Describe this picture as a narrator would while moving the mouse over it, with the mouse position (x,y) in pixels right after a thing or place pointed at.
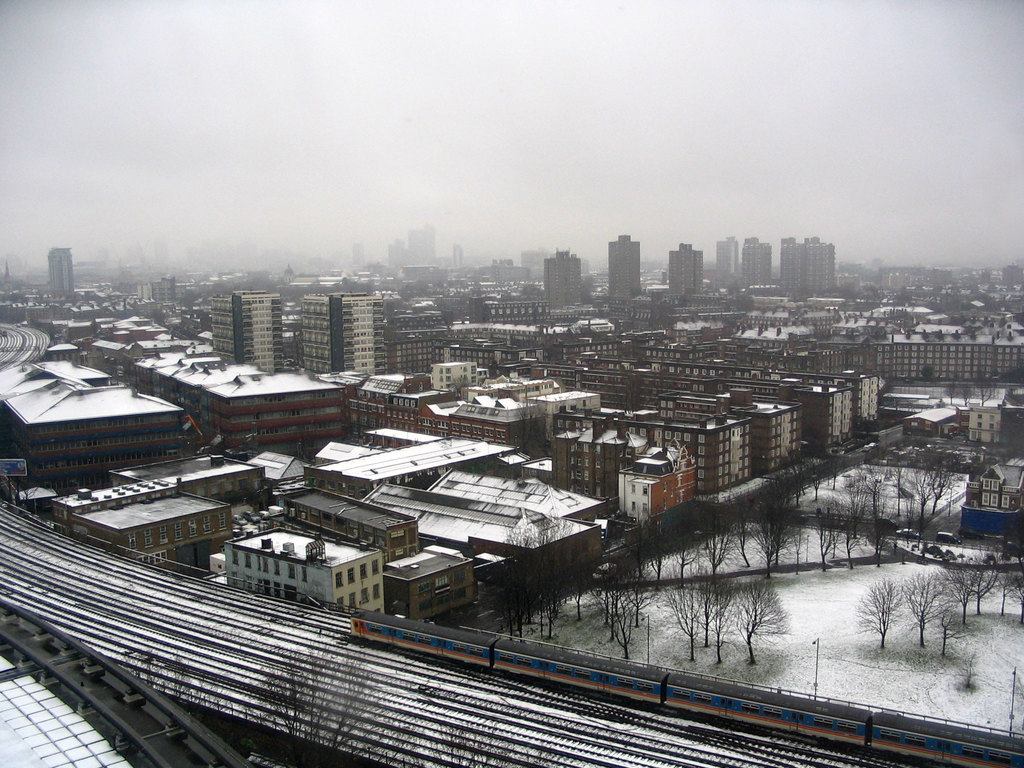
These are the buildings (351,453) which are covered with the snow (481,397), in the right side (872,634) there are bare trees (604,570). At the top (562,146) it's a foggy sky (457,99).
